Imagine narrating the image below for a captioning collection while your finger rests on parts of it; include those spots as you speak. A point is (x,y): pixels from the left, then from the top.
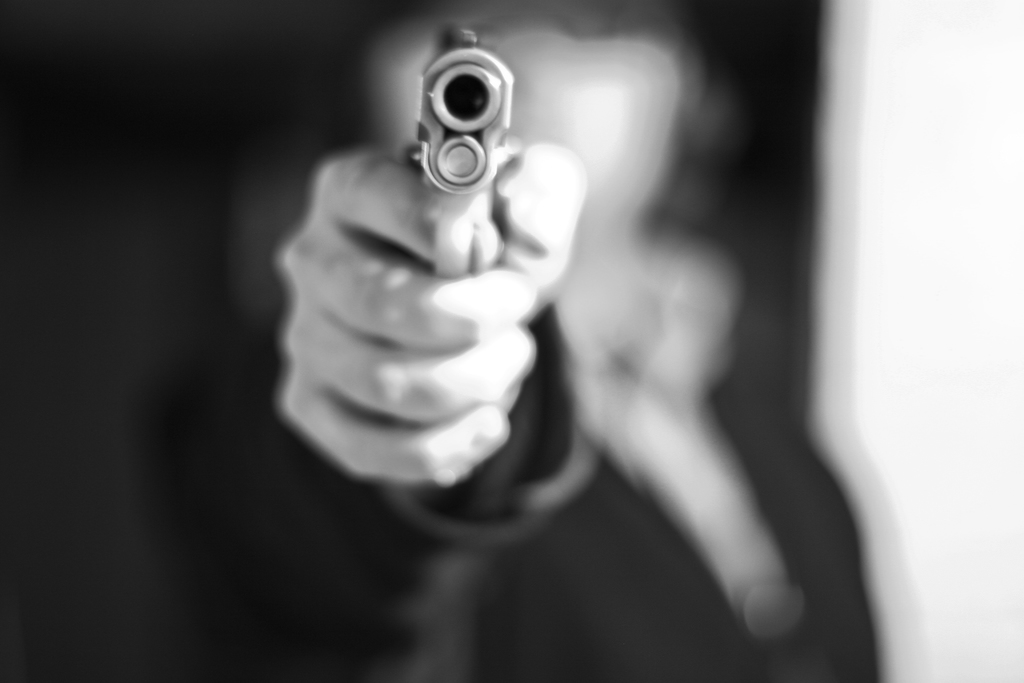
In the front of the image (447,219) I can see a hand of a person (591,613) is holding a gun (468,154). In the background of the image (597,599) it is blurry.
